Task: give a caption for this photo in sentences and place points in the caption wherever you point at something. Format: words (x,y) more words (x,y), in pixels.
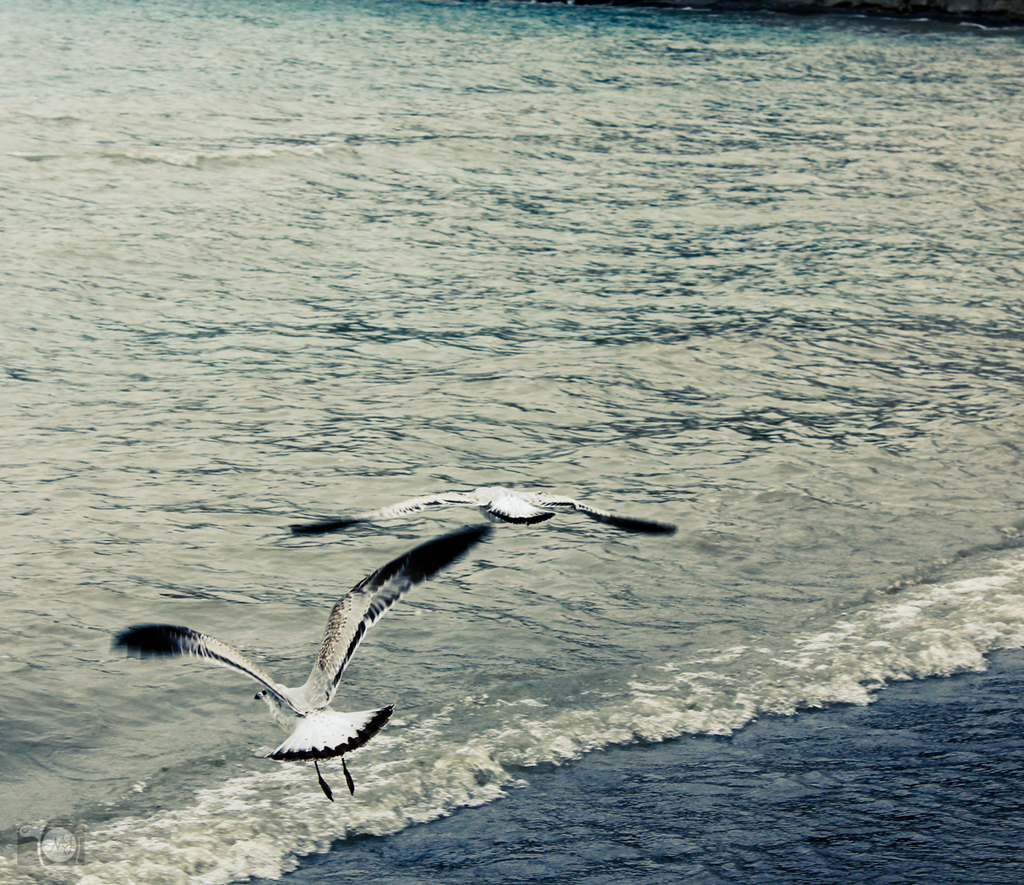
In this image we can see a sea (567,229). There are two birds (343,644) are flying in the air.
